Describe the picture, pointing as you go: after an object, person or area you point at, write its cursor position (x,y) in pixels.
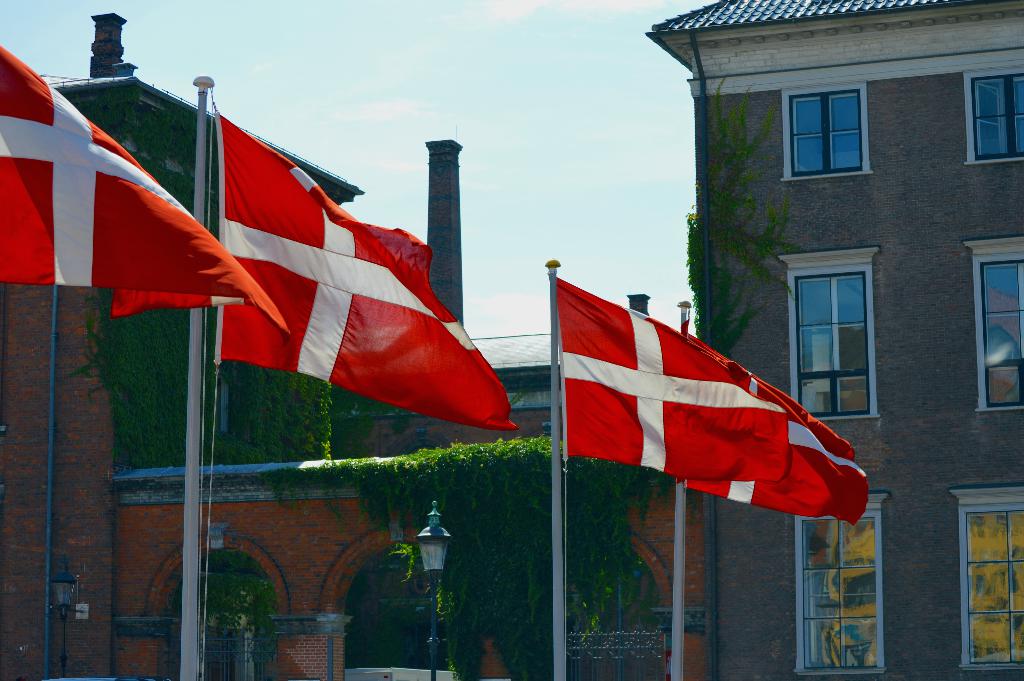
In this image I can see the red and white color flags (311,331). In the background (372,578) I can see the light poles (440,567), building (367,561) with windows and the plants (363,482). In the background (416,72) I can see the sky (486,132).
